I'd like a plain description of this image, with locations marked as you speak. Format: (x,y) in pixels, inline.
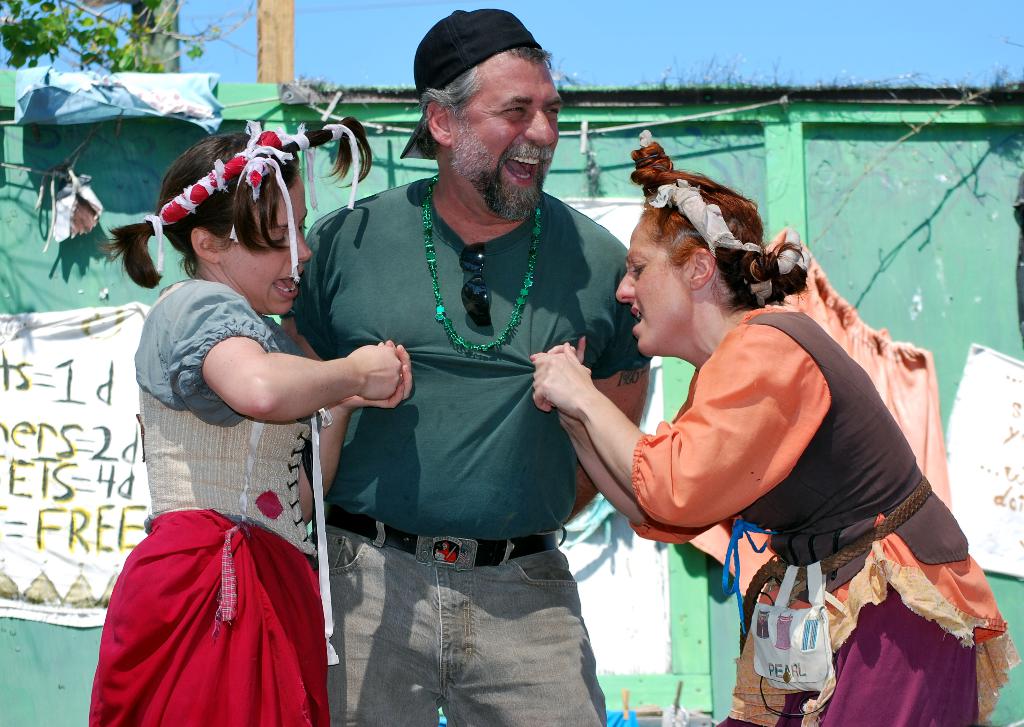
In this picture, we can see a few people (495,305), and we can see some objects (117,313) in the background (119,342) like posters (121,443) with some text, poles (155,28), plants (139,27) and the sky (903,45).
